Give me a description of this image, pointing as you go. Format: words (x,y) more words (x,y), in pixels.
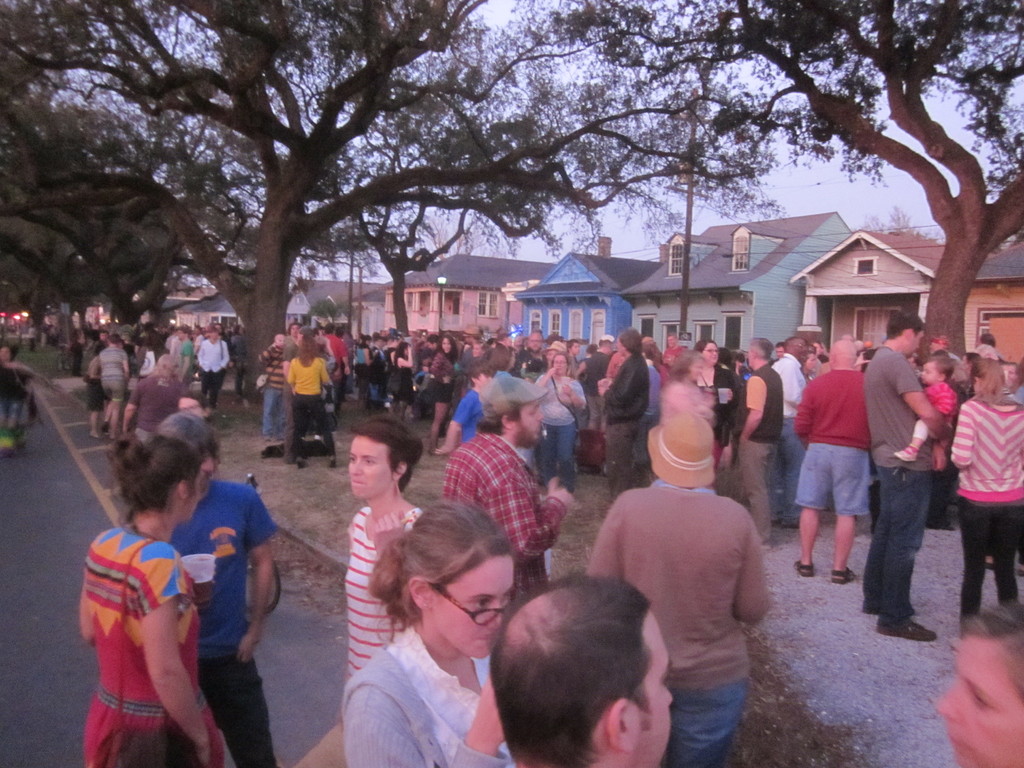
In this image I can see number of persons (550,590) are standing on the ground (346,442) and few trees (298,242). In the background (771,277) I can see few buildings (668,295) and the sky (676,194).
